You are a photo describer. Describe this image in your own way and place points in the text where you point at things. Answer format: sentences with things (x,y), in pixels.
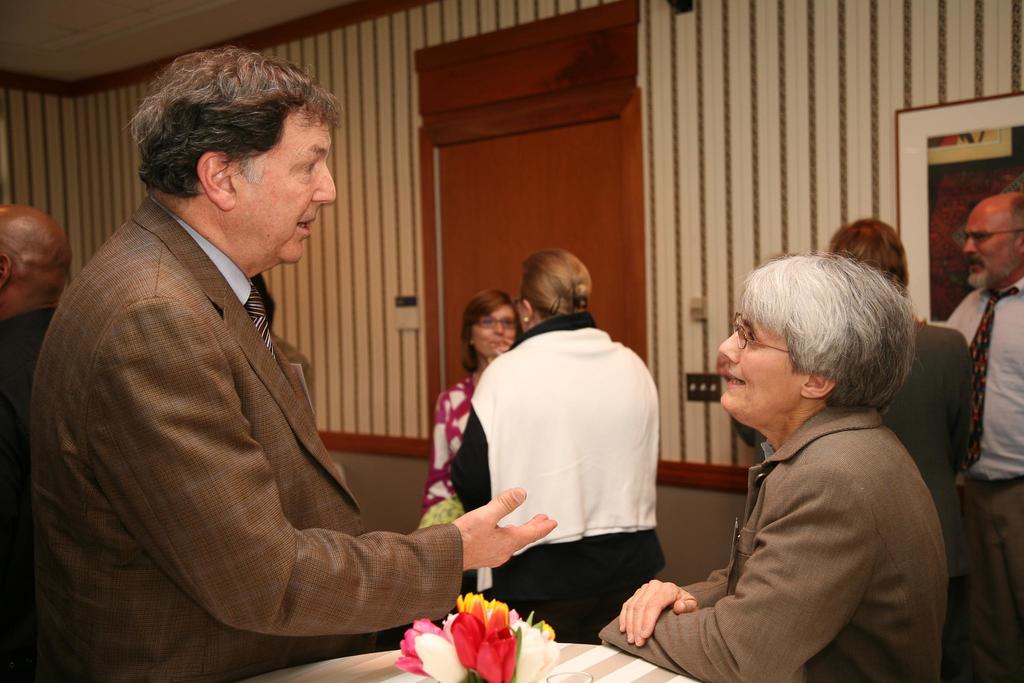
In the image there is an old man (189,507) and old woman (821,576) in the front (287,534) wearing brown suits (228,320), in between them there is a table (387,679) with flowers (451,655) on it, in the back (537,418) there are few men (1002,224) and women (439,438) standing on either side, over the background (745,63) there is wall (736,80) with door (507,243) in the middle (440,253).
